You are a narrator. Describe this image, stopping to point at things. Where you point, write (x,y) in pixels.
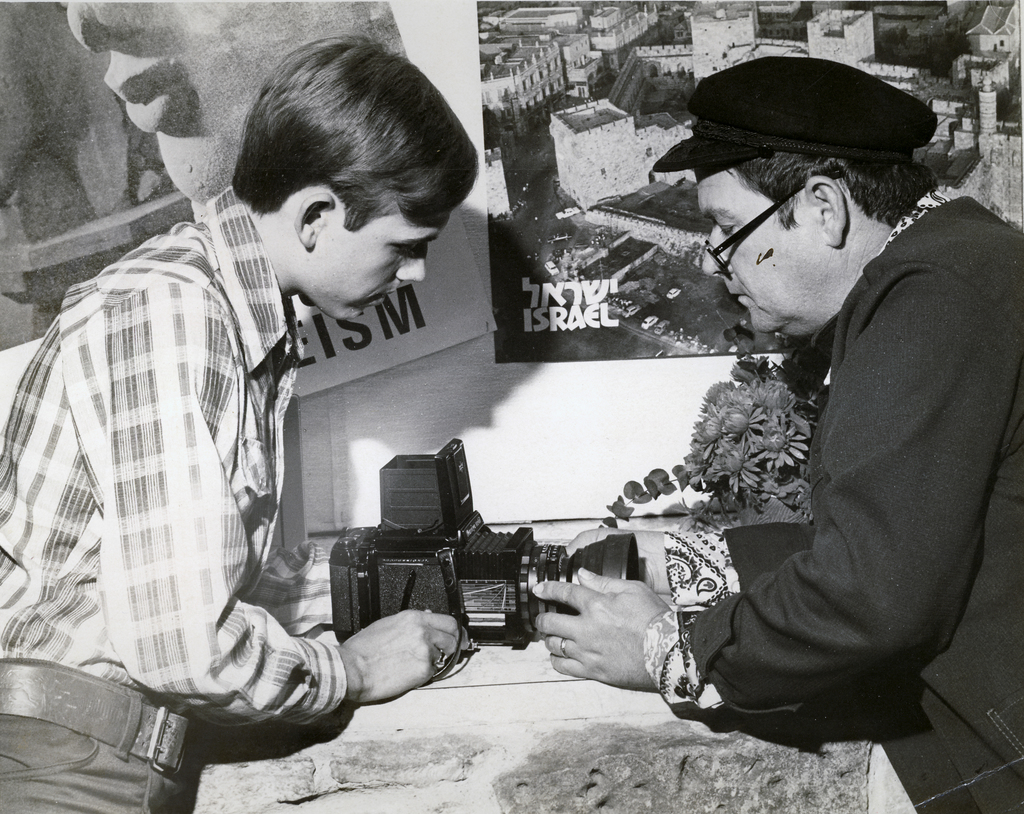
In the image we can see there are two persons (217,311) standing opposite to each other. This is a camera (445,533). We can even see a poster (553,127) on the wall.
